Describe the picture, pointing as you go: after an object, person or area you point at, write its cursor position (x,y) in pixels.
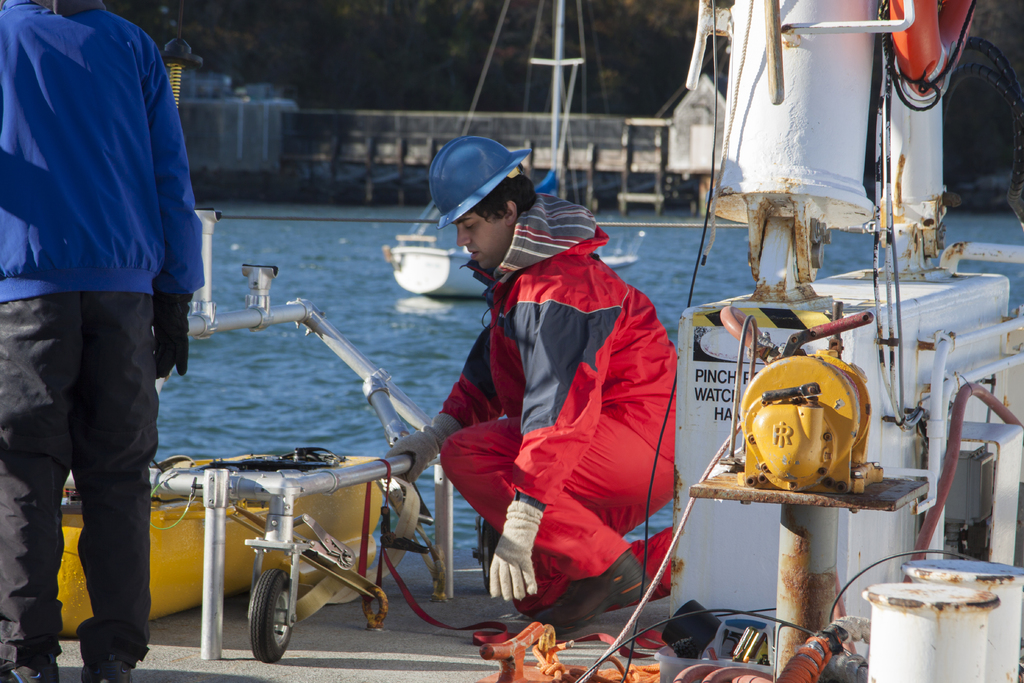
This image consists of two persons (114,451) in the boat (922,420). In the front (471,499), there is a man (569,415) wearing a red dress (558,392) is sitting. On the left (76,379), the man (71,362) standing is wearing a blue jacket (27,192). And we can see the machines (740,480) in the boat (892,647). In the middle (360,261), there is water (429,350). In the background (251,31), we can see a bridge (413,143) along with the trees (510,44).
